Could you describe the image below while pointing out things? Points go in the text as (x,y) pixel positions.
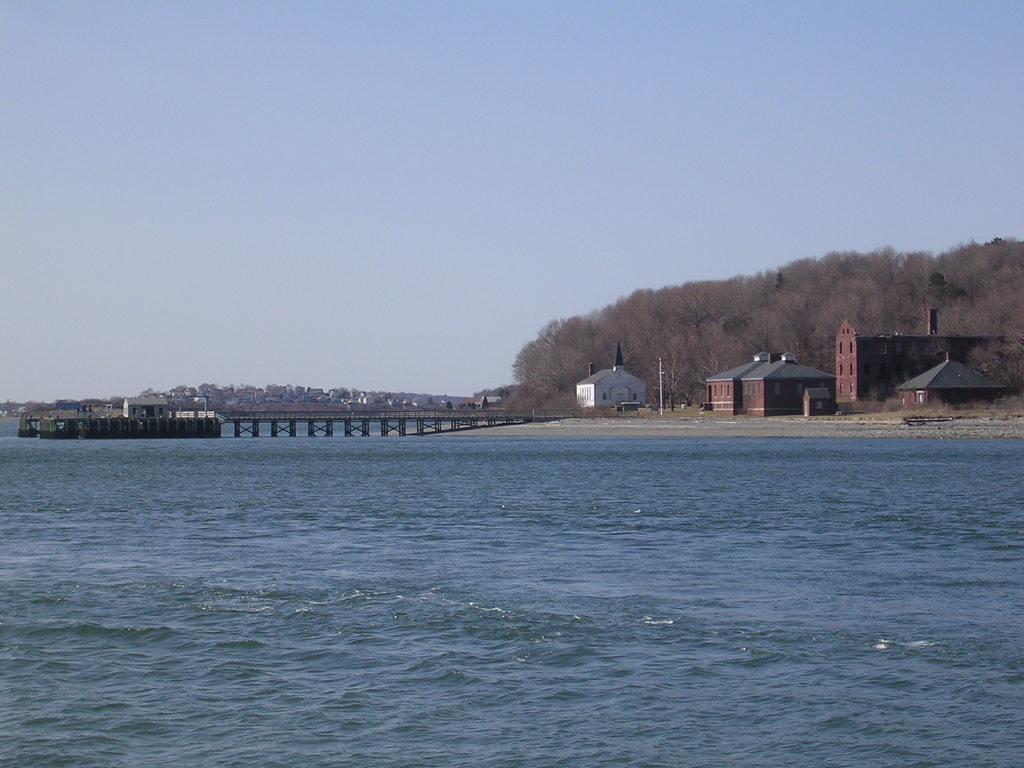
In this picture I can see the water (453,510) in front (213,500) and in the middle of this picture (454,415) I see a bridge (282,418), number of buildings (373,398) and the trees (584,362). In the background (550,257) I see the sky (682,137).
